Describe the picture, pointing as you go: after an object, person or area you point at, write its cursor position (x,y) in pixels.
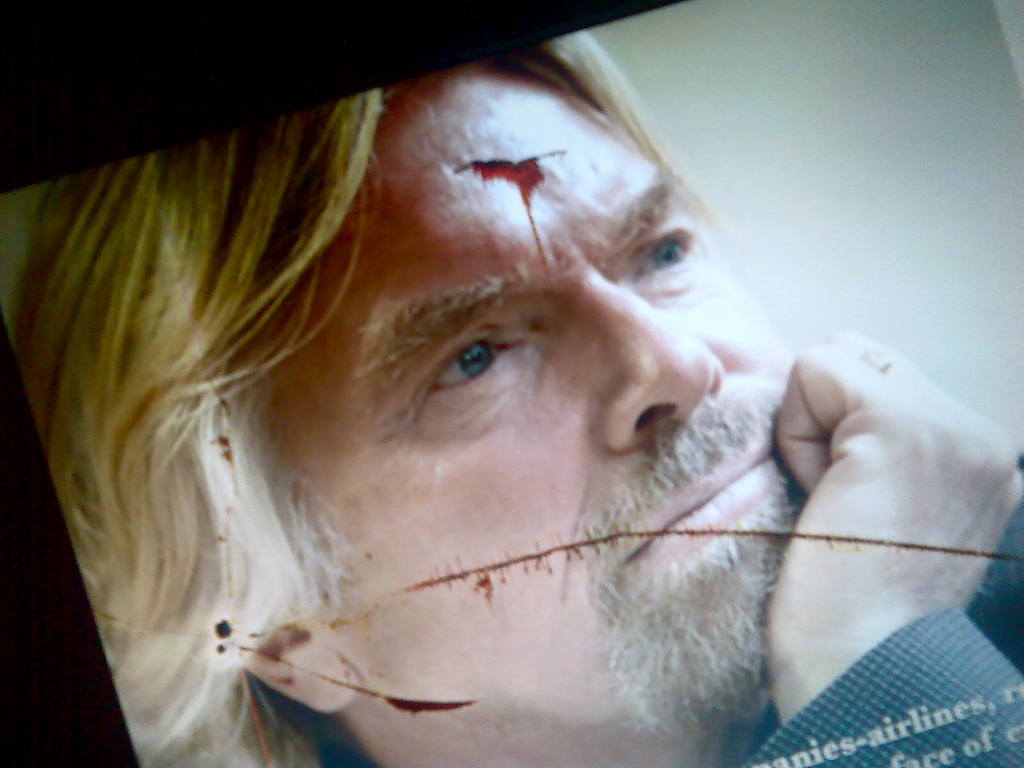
In this picture we can see face (569,456) of a person (577,698).
